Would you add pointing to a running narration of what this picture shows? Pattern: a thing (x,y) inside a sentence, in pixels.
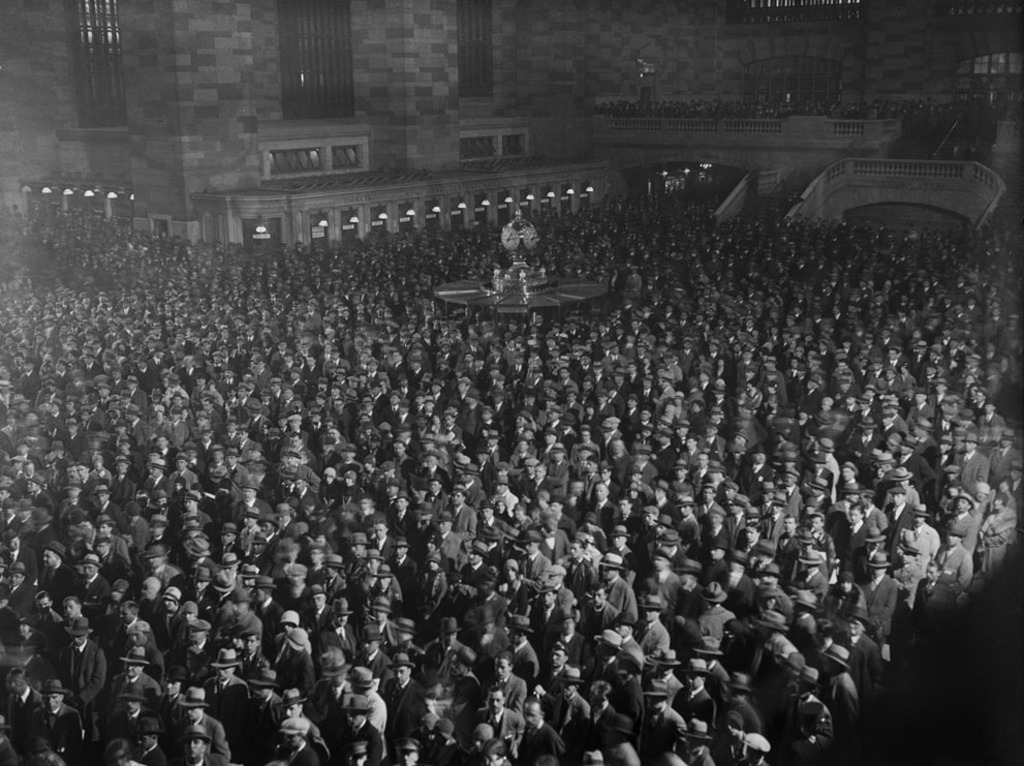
This is a black and white image. In this image we can see many people (968,300) wearing hats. In the background (491,95) there is a building (538,158) with railings (668,120). Also there are lights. In the center (507,294) there is an object (518,284).
